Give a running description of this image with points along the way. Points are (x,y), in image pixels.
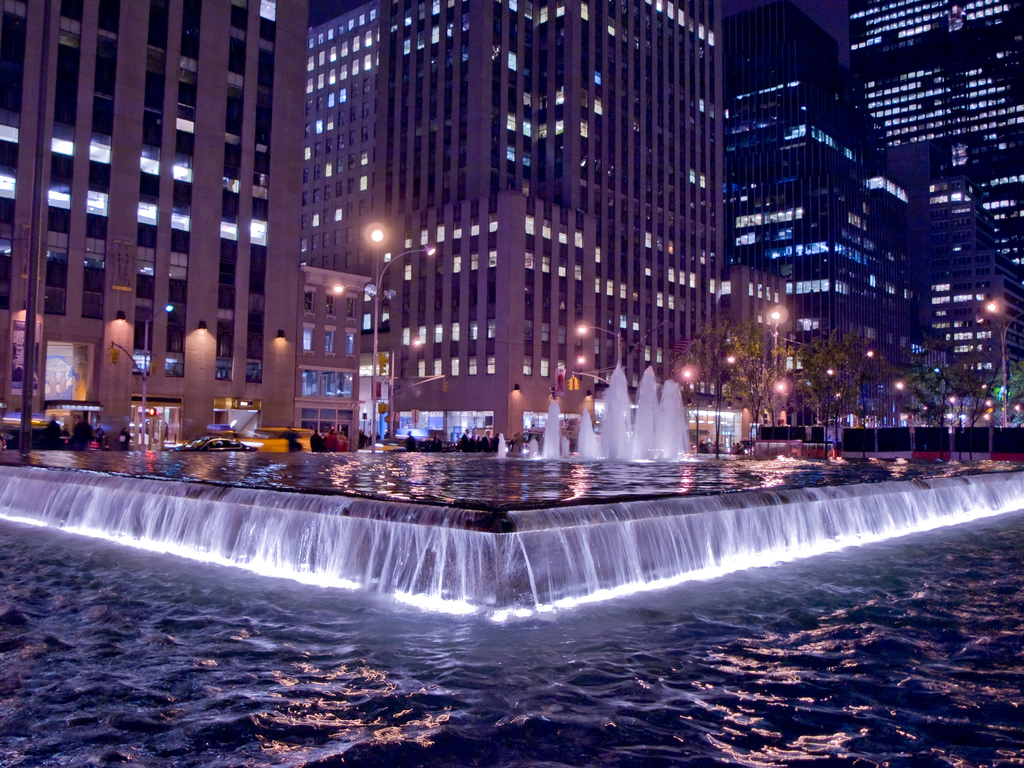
In the image I can see a pool (496,498), water fountain (507,570) and around there are some buildings (307,173), poles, lights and some people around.
